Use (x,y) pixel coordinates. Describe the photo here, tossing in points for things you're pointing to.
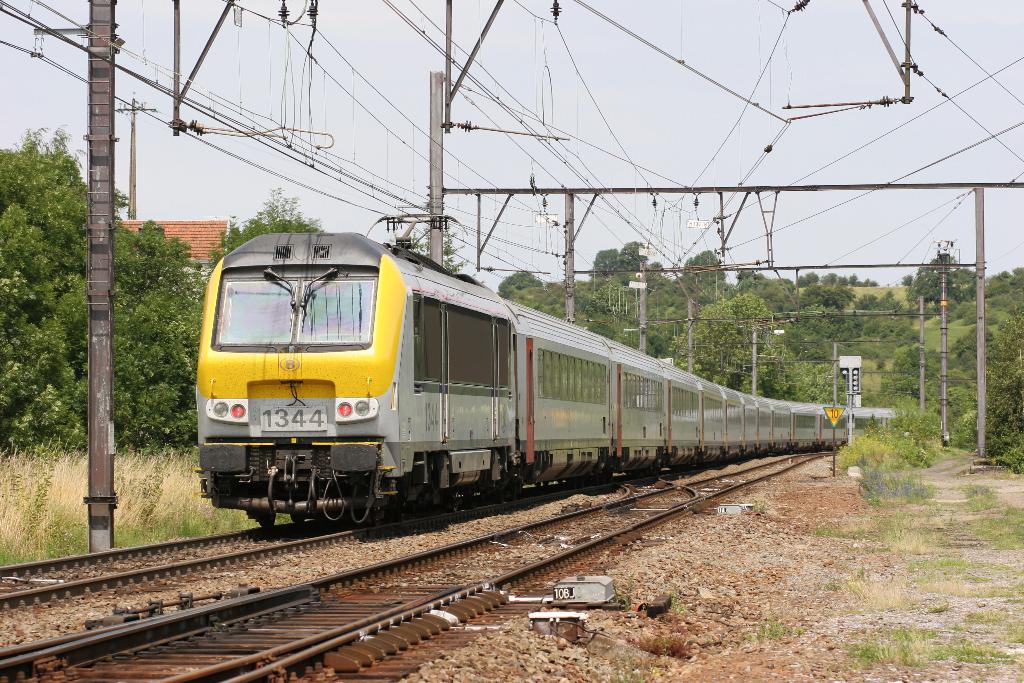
In this image there is a train (420,413) on the railway track (262,536). At the top (511,188) there are electric poles (480,193) to which there are wires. At the bottom (490,565) there are tracks (468,593). In between the tracks (355,592) there are stones (344,561). In the background (128,267) there are trees (870,328). On the right side (833,444) there are poles (849,426) beside the track (721,493). In the background (194,224) it looks like a house (198,241). At the top (192,151) there is the sky (185,158).
